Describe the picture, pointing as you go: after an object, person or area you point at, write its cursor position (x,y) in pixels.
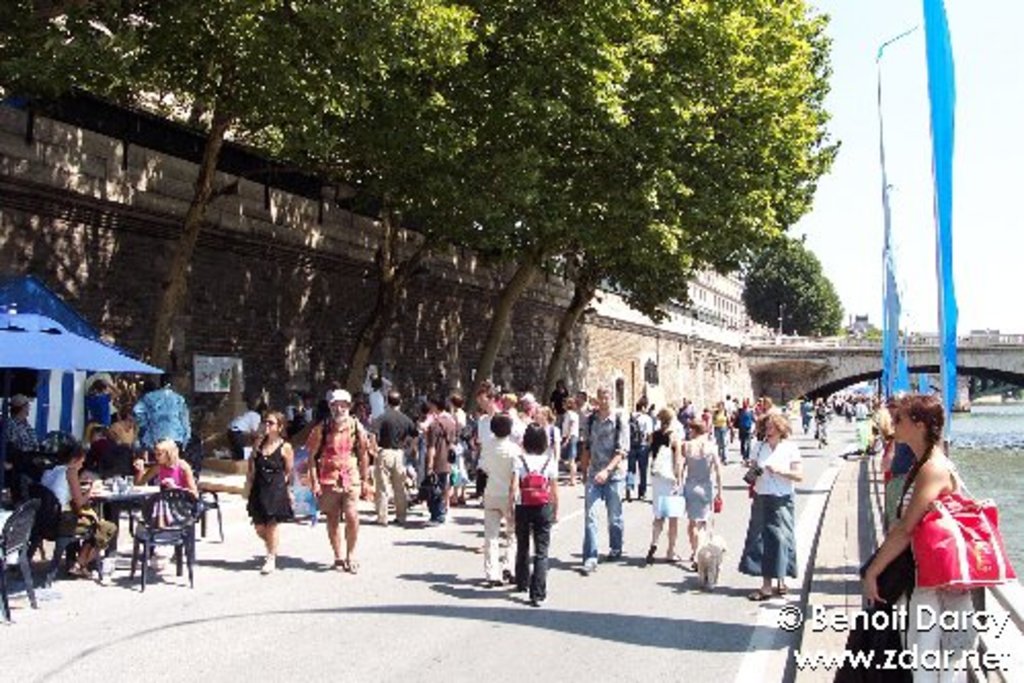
In this image we can see a few people (456,491) standing and walking on the road (664,560), there we can see few people (64,478) sitting on the chairs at the table (132,504) with some utensils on it, a shop (146,366), a bridge (864,354), water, few trees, poles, few buildings (713,293), a poster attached to the wall (254,382) beside the shop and the sky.
